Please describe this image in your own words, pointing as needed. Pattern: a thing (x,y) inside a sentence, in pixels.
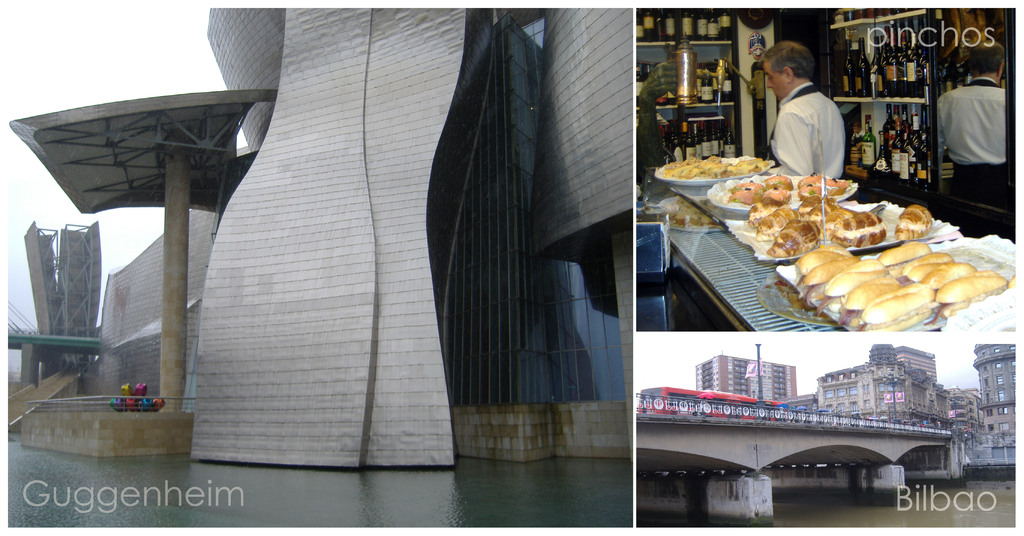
There is a collage of 3 images. In the left (240,186) image I can see a building (142,289) and water (324,475) in the front (519,479). In the right bottom (914,483) image there are vehicles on the bridge (845,421), there is water (792,515), poles (758,401) and buildings (983,423). Above that image there are food items (819,246) and a person (779,89) is standing, there are glass bottles (709,32) in the shelves (906,33).
